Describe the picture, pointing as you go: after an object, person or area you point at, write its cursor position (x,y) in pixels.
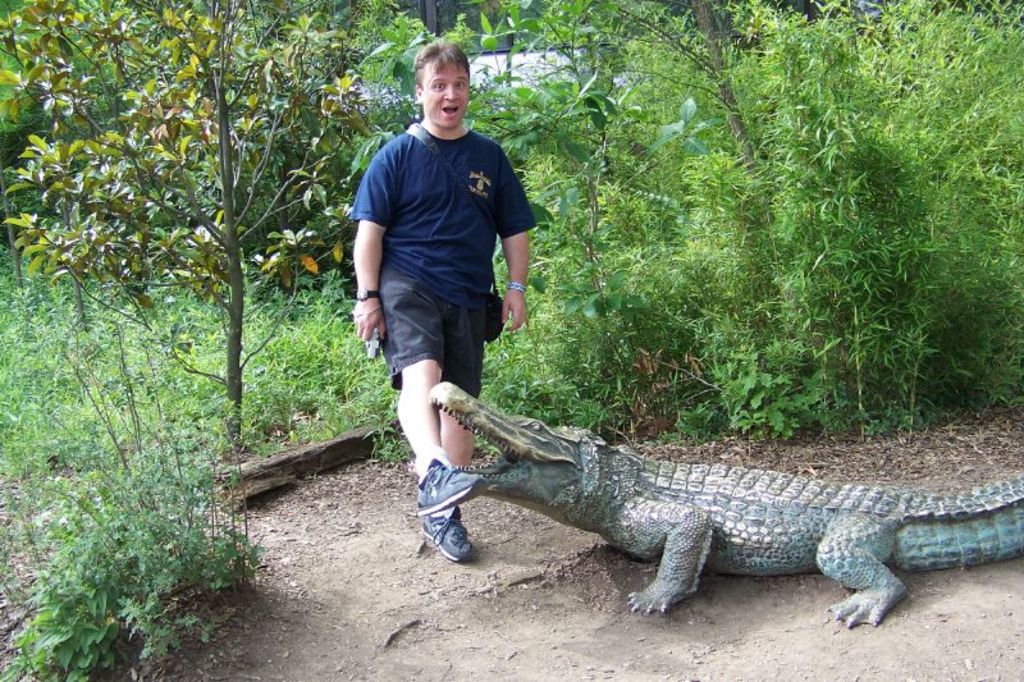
Here I can see a crocodile (675,501) on the ground (607,628). In front of this a man (417,310) is wearing blue color t-shirt (442,249), short (433,308), standing and giving pose for the picture. In the background (358,344) I can see the plants (613,330) and trees (130,72).
